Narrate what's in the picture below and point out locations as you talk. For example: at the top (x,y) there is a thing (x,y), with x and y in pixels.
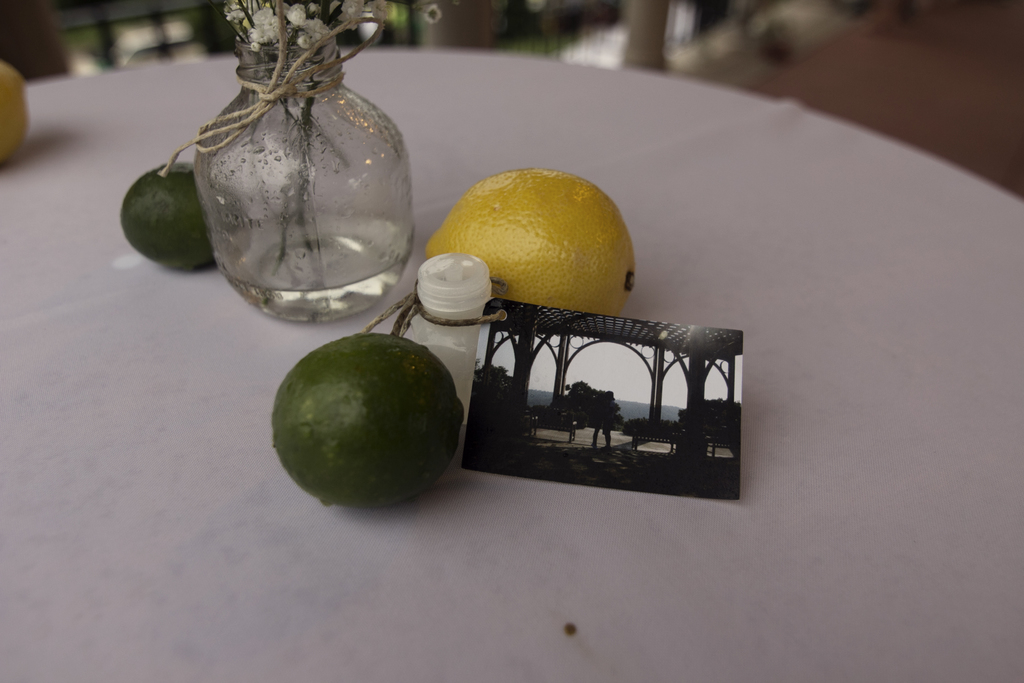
In this image I can see few fruits (512,238), glass jar (302,102) and few objects (552,357) on the white color surface (543,624) and I can see the blurred background (513,1).
